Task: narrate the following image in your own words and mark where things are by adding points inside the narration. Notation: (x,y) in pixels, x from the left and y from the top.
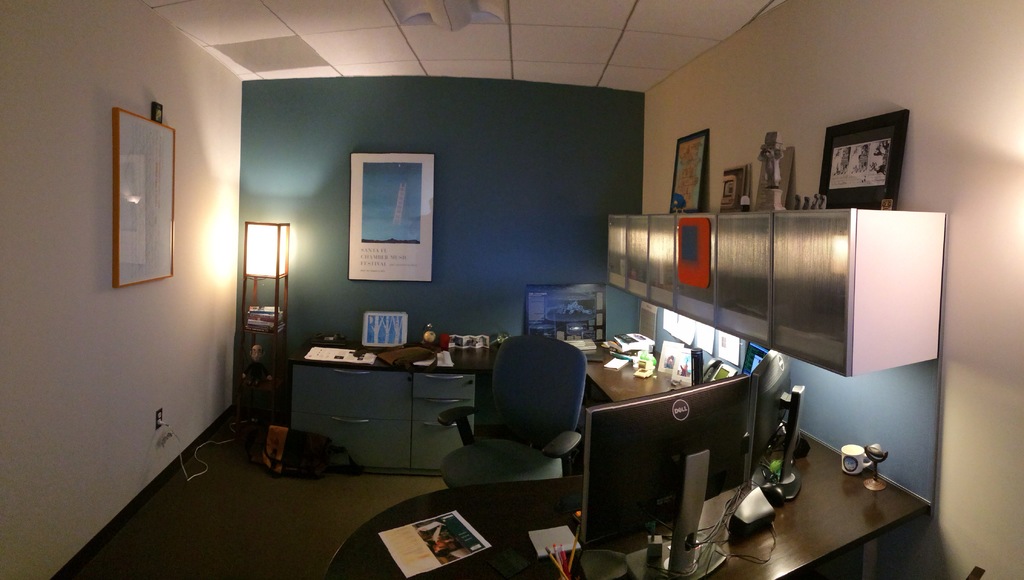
In this picture we can see a wooden platform (839,510), on this wooden platform (813,533) we can see monitors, poster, cup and some objects (869,452), here we can see the floor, chair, light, boards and some objects (433,467) and in the background (764,19) we can see a wall (764,19), roof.
